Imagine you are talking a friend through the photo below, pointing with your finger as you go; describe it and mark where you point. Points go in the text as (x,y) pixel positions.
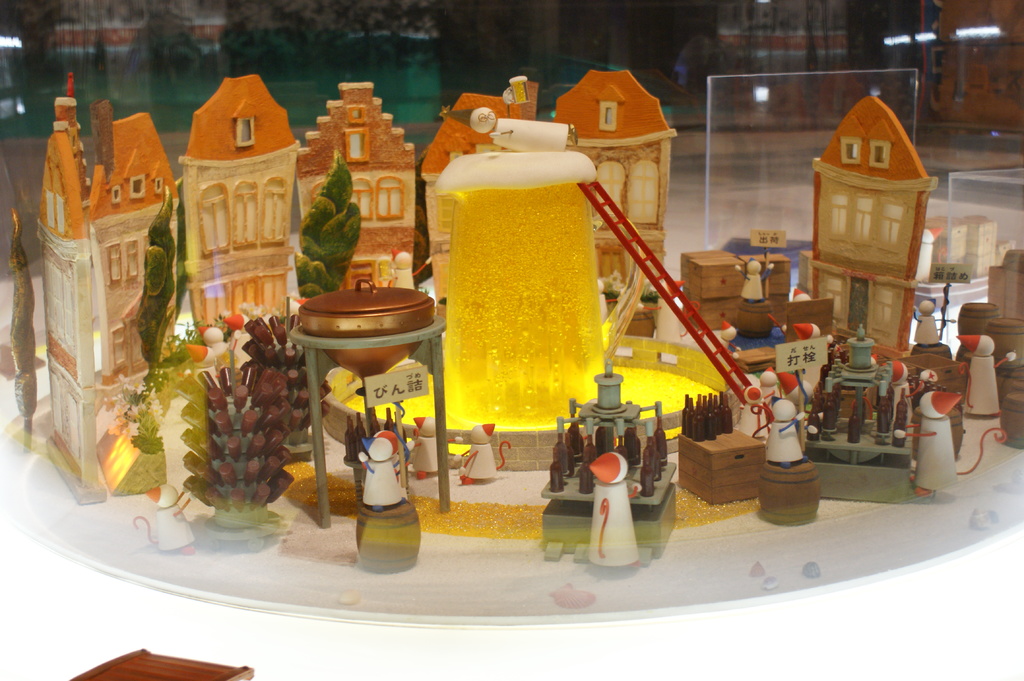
This is a photo. In the center of the image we can see an architecture (863,308) of the buildings (51,345) are present on the surface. In the background (1017,20) we can see the wall (941,118) and lights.
